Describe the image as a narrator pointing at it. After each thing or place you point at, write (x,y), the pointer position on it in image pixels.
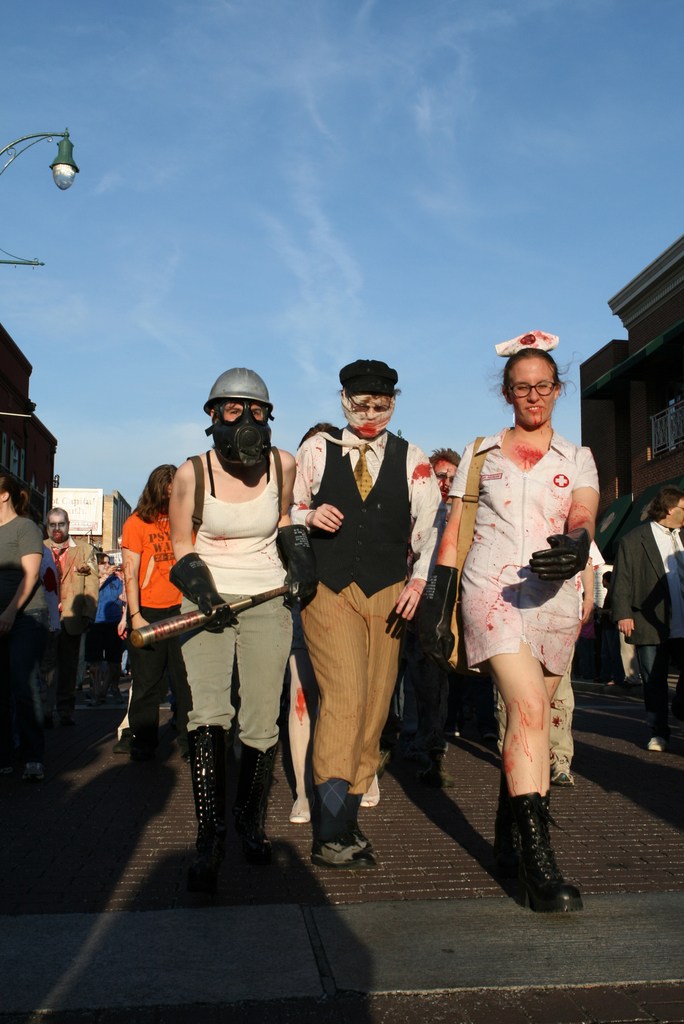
In this image I can see the group of people (319,603) with different color dresses (269,506). I can see one person (204,407) is wearing the helmet (225,381) and holding the baseball bat (179,631). These people (211,744) are walking on the road (440,878). To the side there is a light pole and the building (649,355). In the back (250,256) I can see the blue sky (172,272).
